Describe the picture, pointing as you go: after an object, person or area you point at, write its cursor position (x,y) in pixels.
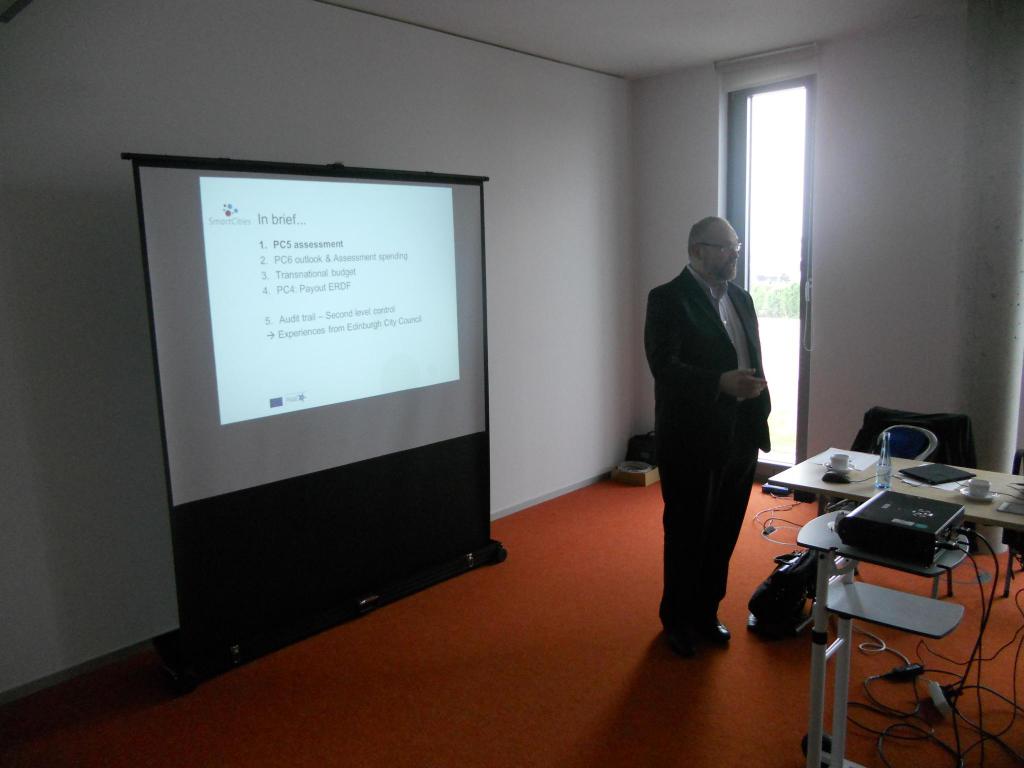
This image is taken inside the room (35,550). In this image there is a floor (564,616). At the background (17,395) there is a wall (301,80) and in the middle of the image (460,508) there is a projector screen (266,407). In the right side of the image (729,305) there is a man (659,356) standing on the floor (659,583) and a table (872,469) which has bottle (889,473), cup (837,453) and a book (953,470) on it and there is a projector (878,552) on the stand (847,623) with many wires (980,629) and there is a way (755,215) to go outside the room (799,161). At the top of the image (678,34) there is a ceiling (701,31).
